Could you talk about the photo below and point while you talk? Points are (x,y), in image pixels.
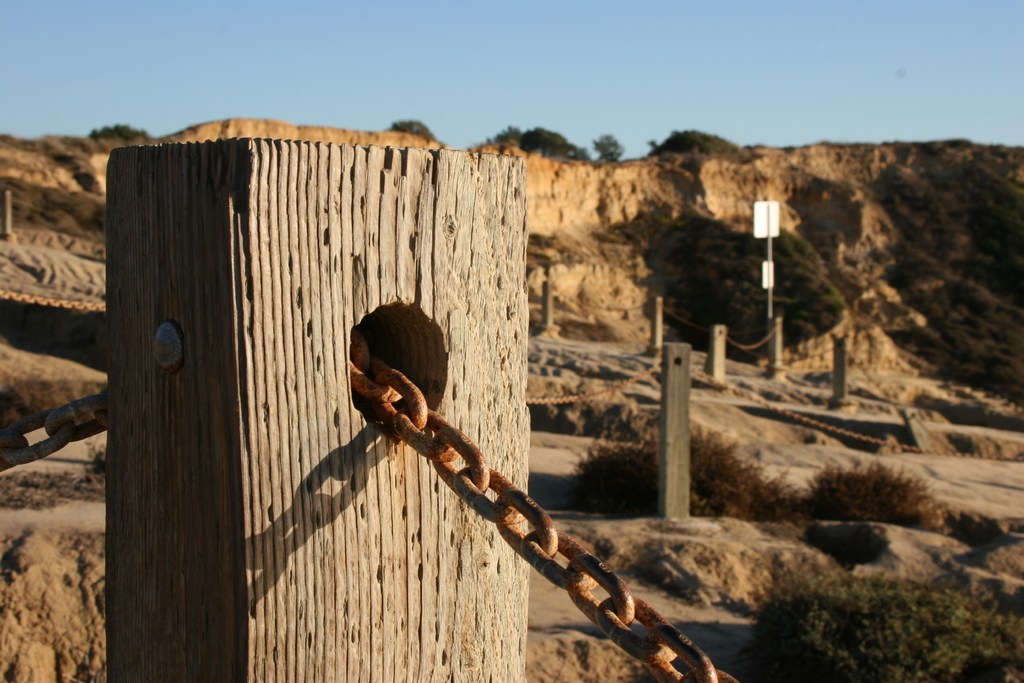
In the foreground (325,213) I can see fence (379,216), plants (807,668), board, trees (787,261), mountains (568,257) and the sky (476,117). This image is taken during a day.
